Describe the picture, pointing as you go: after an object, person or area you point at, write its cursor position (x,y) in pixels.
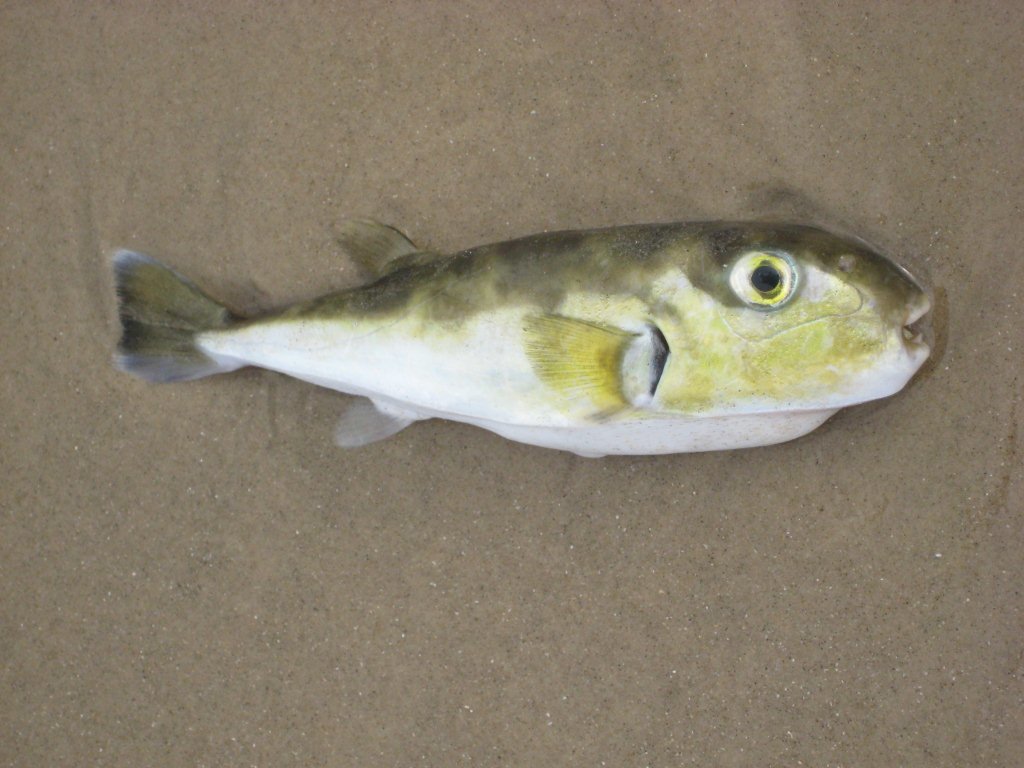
In this image I can see a colorful fish (596,337).
